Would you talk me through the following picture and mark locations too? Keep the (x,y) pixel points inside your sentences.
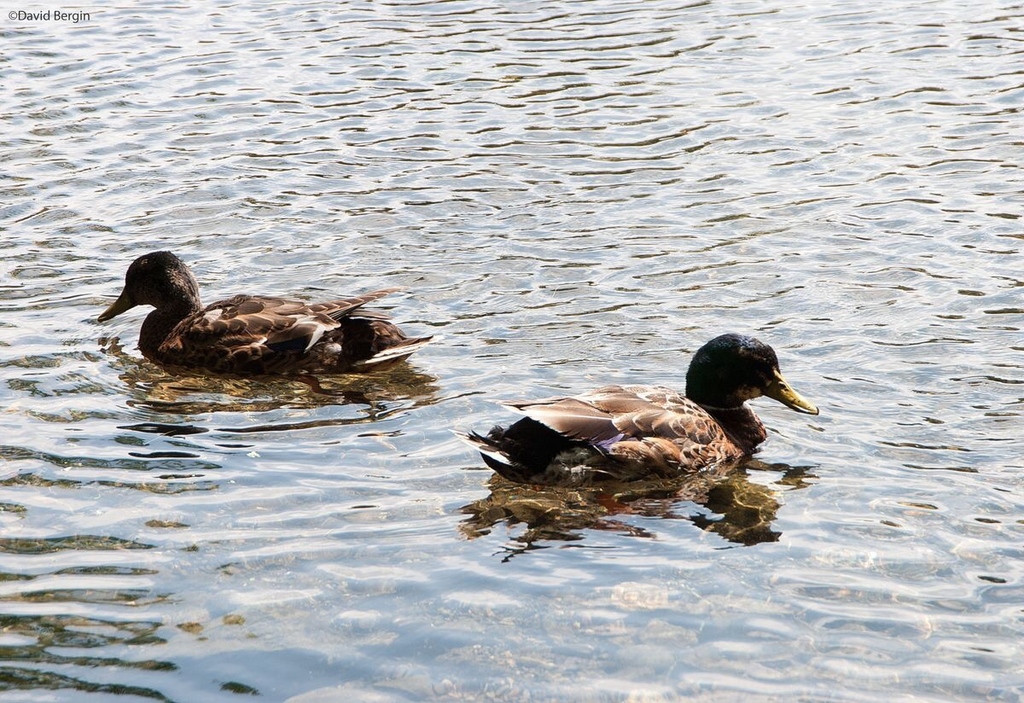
In this image we can see the birds (699,450) on the surface of the water (308,288). In the top left corner (81,22) we can see the text (57,16).
